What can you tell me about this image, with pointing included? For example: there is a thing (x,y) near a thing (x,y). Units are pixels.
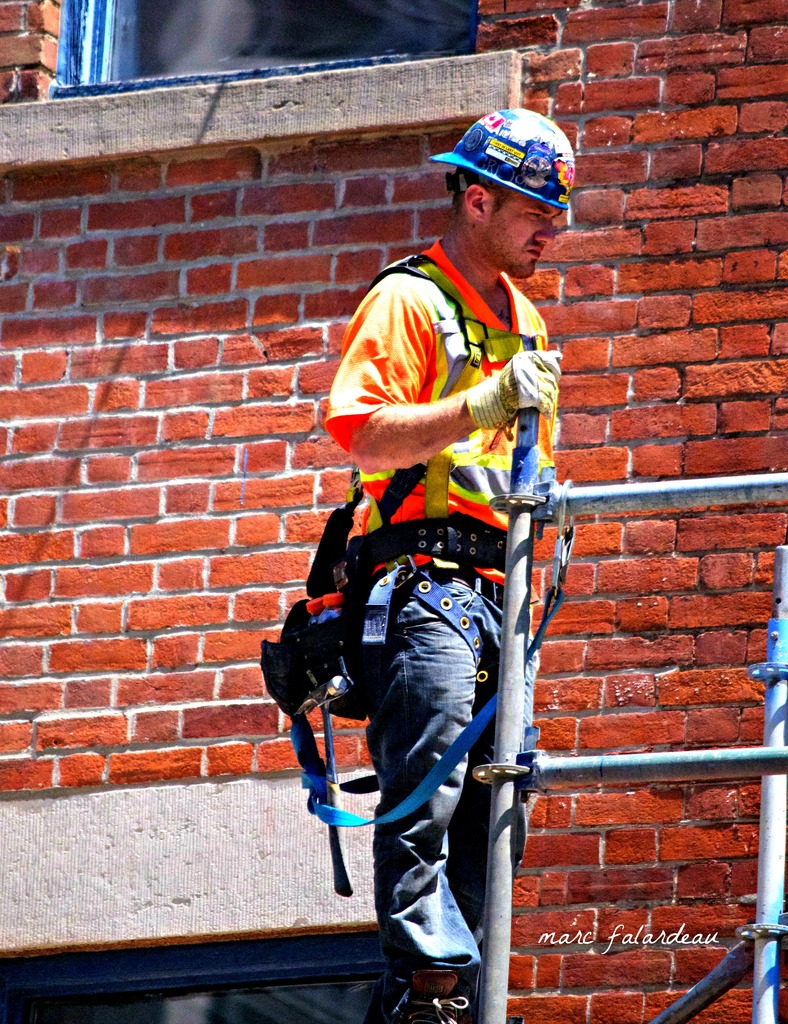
In this image a man (395,771) is standing. He is wearing helmet (505,157), orange t-shirt (393,388) and jeans (412,676). In the background (278,230) there is a building (275,74). On the top (203,32) there is window (209,52). There are metal railing (495,972) here.
